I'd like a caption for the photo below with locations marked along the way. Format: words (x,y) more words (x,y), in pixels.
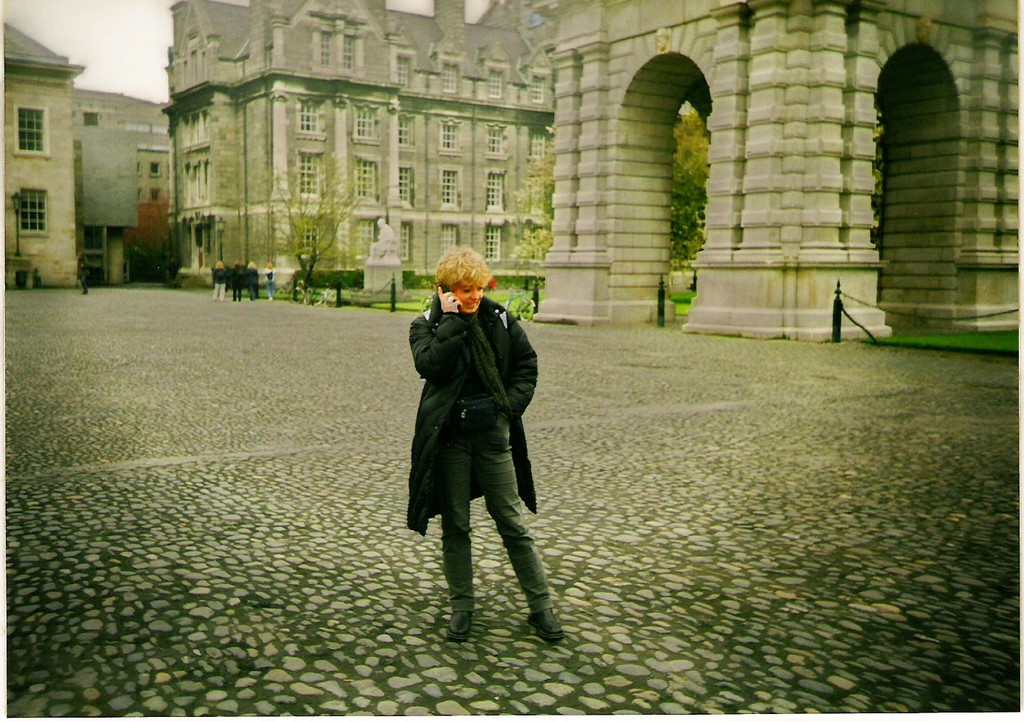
In this image we can see a person (524,492) holding a mobile phone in the middle of the image (429,470) and in the background (242,270), we can see few people (242,270). There is a statue (379,260) and we can see some trees (682,222) and buildings (751,282).
